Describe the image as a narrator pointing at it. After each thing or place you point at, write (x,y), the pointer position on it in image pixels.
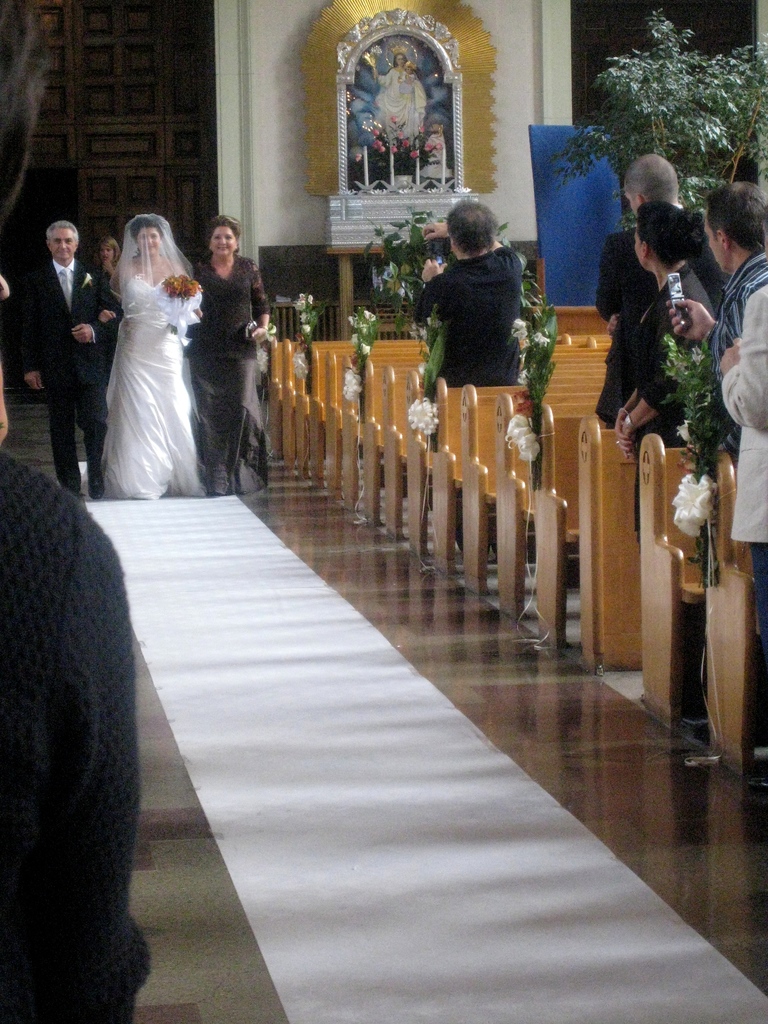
In this picture we can see three persons (251,468) are walking on the floor (696,903). Here we can see few people (665,209), benches (385,482), flower bouquets (413,303), plant (693,59), board (591,204), and a frame (380,183). In the background (267,214) we can see wall (274,184) and a door (99,174).
